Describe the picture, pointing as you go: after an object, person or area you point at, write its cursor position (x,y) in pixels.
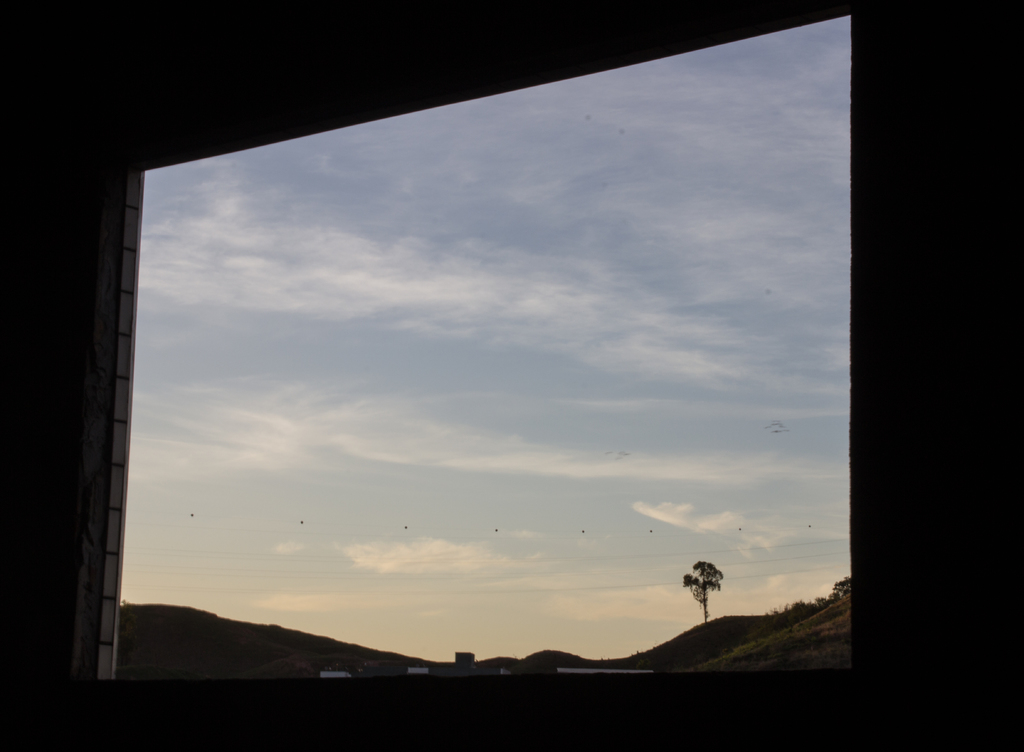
In this image we can see sky (376,373), clouds (400,428), tree (717,573) from the window (566,79).
